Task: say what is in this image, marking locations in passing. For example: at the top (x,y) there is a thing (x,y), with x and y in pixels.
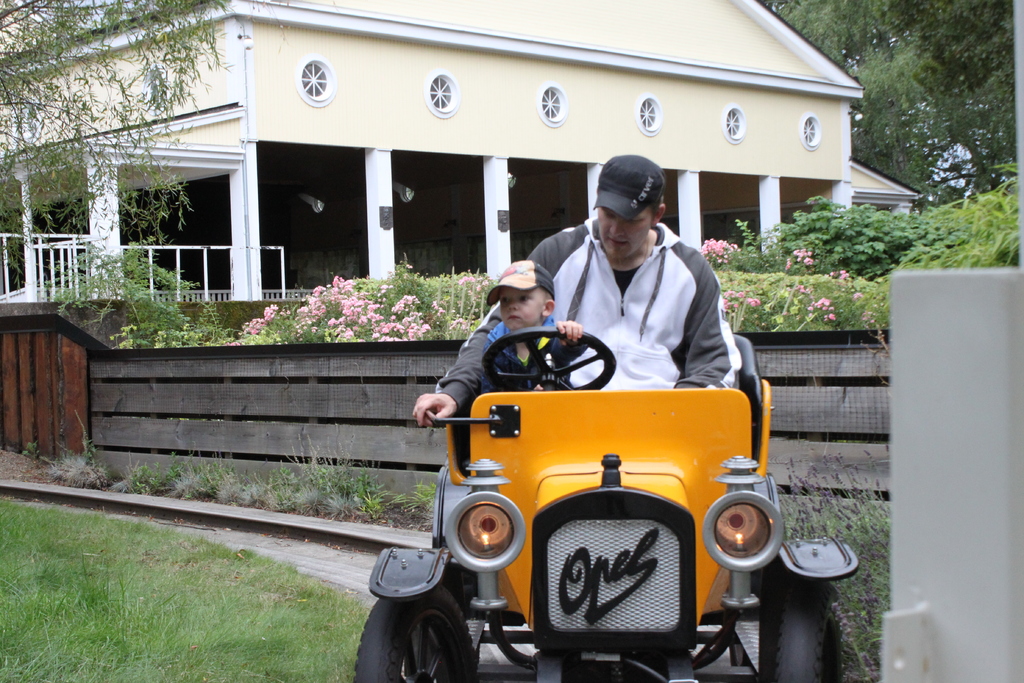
In this picture I can see a man (568,310) and a boy (542,312) sitting on the vehicle (548,498), there is grass (168,537), plants (807,239) with flowers (485,284), a house (779,37), iron rods (282,259), and in the background (983,36) there are trees (871,62).
